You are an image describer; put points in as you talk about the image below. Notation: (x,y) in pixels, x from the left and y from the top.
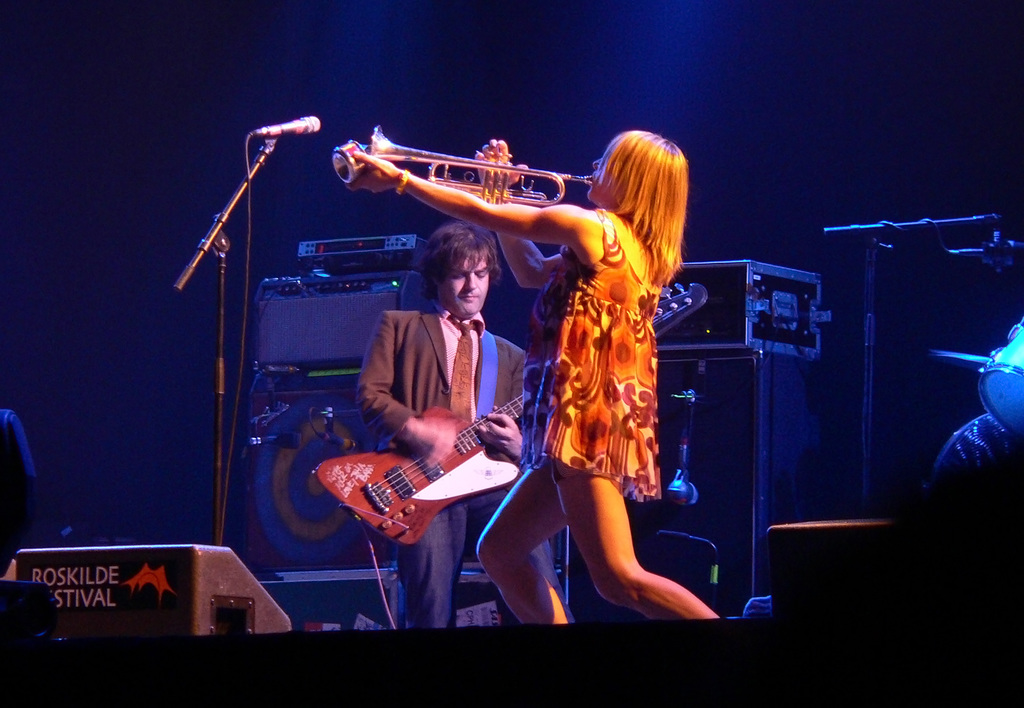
As we can see in the image there are two people (431,346) over here. The man (419,336) who is standing here is holding guitar (418,458) and there is a mic (289,122) over here.
